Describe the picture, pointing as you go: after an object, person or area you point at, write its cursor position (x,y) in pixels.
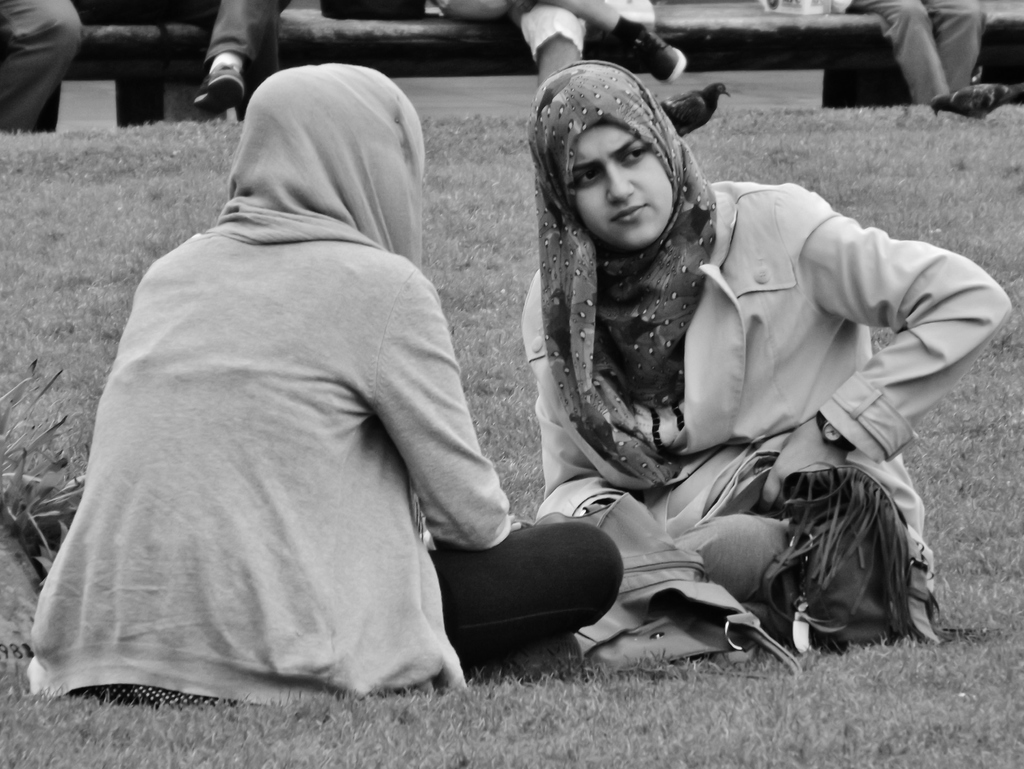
There are two women (634,231), facing each other and sitting on the grass (200,744) on the ground (197,744). In the background (192,77), there are persons (920,24) sitting on a bench (723,40).
